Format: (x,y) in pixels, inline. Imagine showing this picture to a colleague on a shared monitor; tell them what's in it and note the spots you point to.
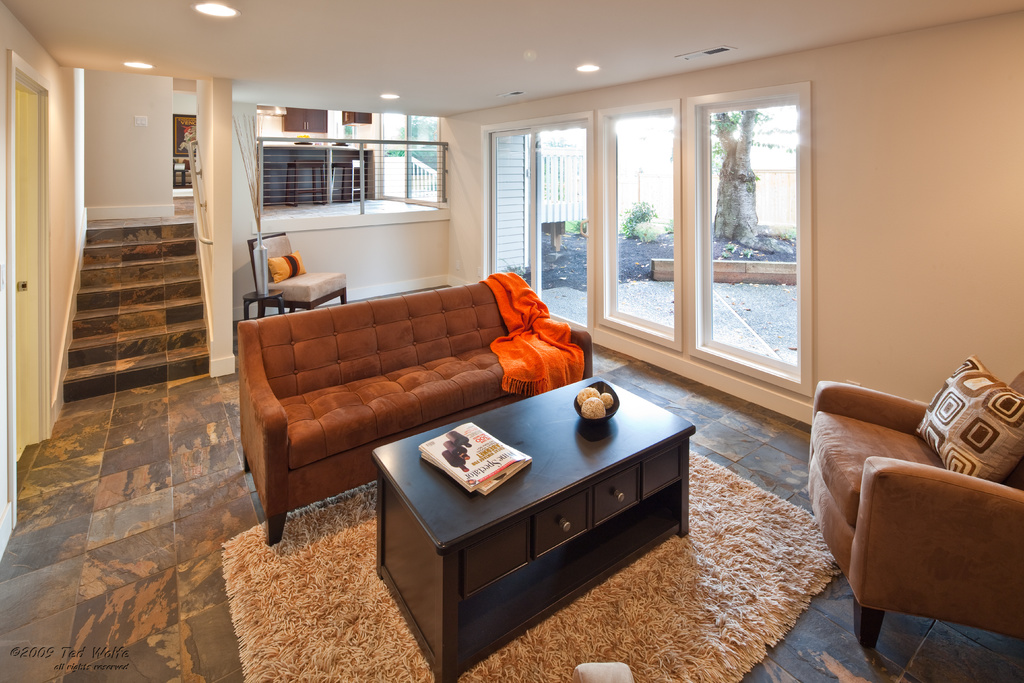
In this picture there are books (498,461) and a bowl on the table (582,480). There is a sofa (446,359) and orange cloth (502,365) on the sofa (331,384). There is a chair (305,273) and a pillow (284,273). There is a vase (262,270). There are some lights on the roof (393,94). There is a frame (190,129) on the wall (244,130), cupboard (325,129) and a plant (635,209) and tree (734,188) at the background (730,221). There is a carpet (628,601).
